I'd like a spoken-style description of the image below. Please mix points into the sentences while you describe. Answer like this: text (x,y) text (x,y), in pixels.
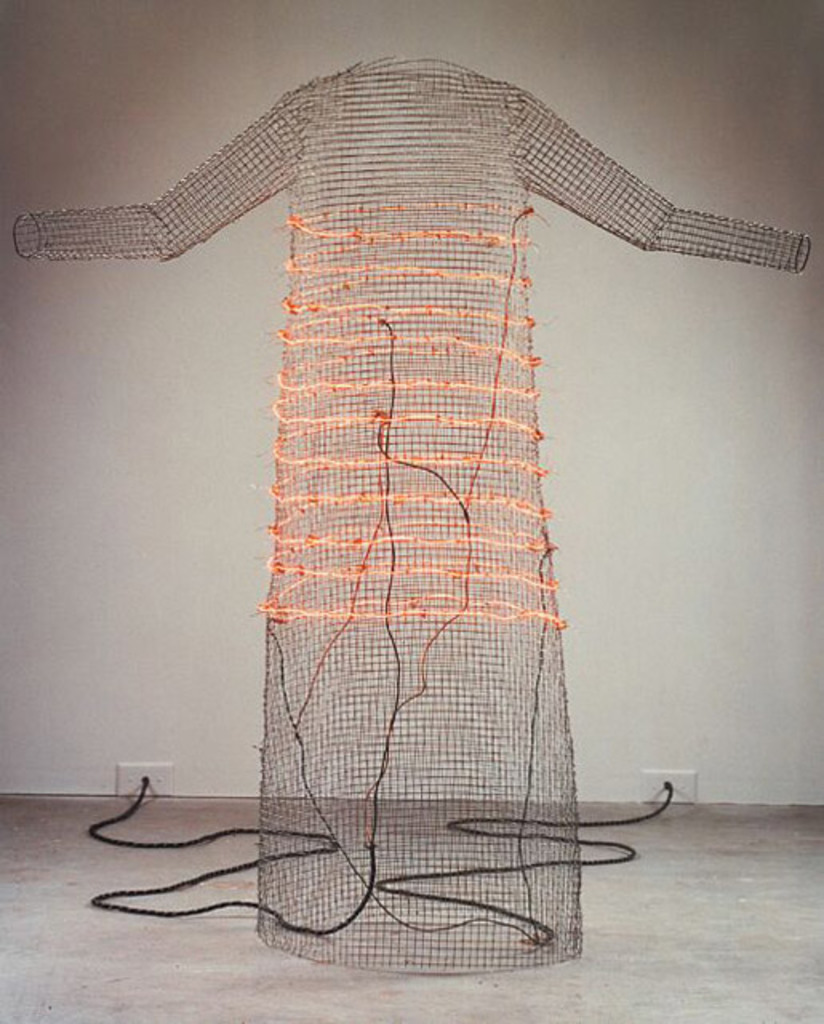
In this image we can see the net (411,89) which looks like a dress (519,588). And we can see the cables (161,846). And in the background (263,533), we can see the wall (556,237).
